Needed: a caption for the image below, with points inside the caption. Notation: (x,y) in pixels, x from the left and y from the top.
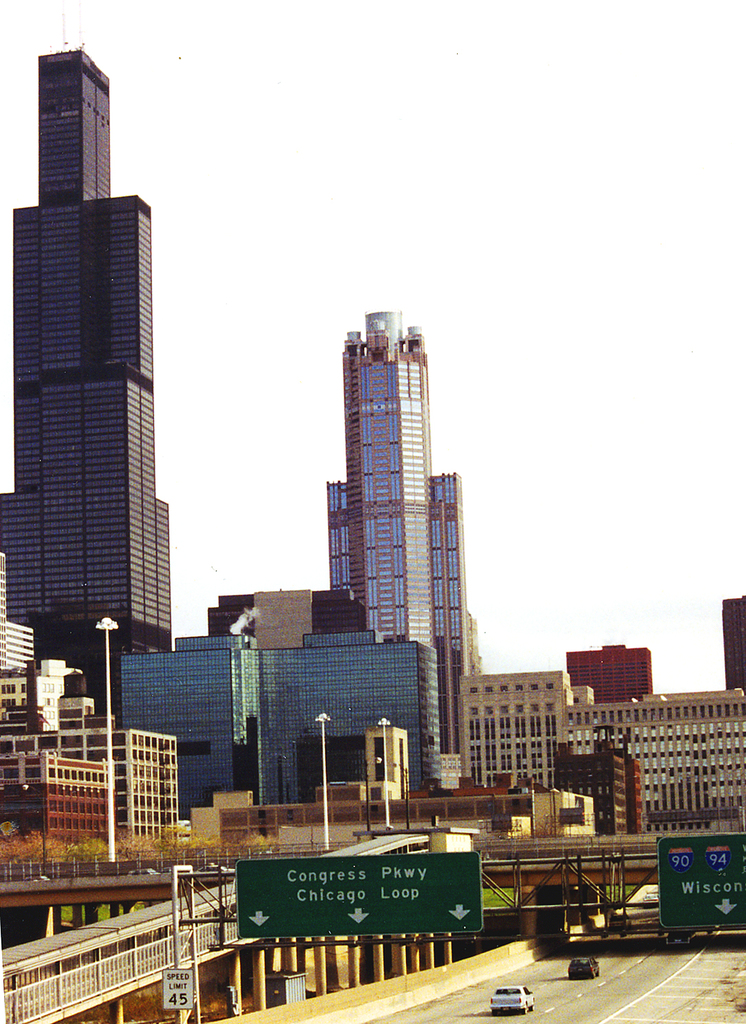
In this picture I can see the tower buildings (445,568). I can see the buildings (376,679). I can see the vehicles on the road (622,949). I can see the bridges (201,860).
